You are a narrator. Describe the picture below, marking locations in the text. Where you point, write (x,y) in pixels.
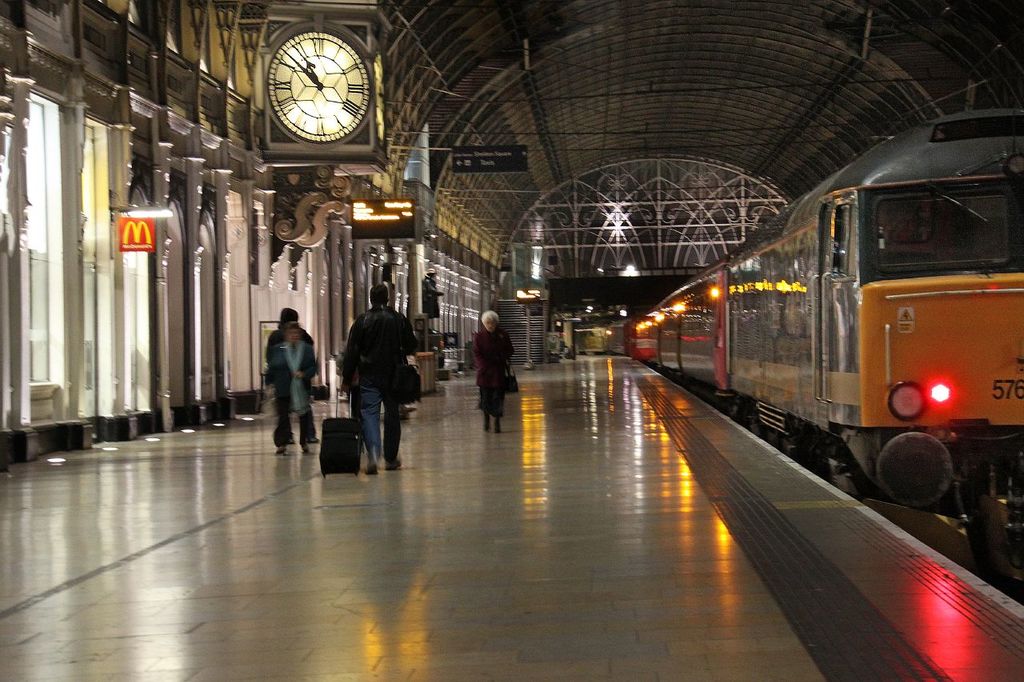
In this image, we can see persons (312,377) in the railway station (570,217). There is a clock (332,17) at the top of the image (388,41). There is a train (718,294) on the right side of the image (933,337).
